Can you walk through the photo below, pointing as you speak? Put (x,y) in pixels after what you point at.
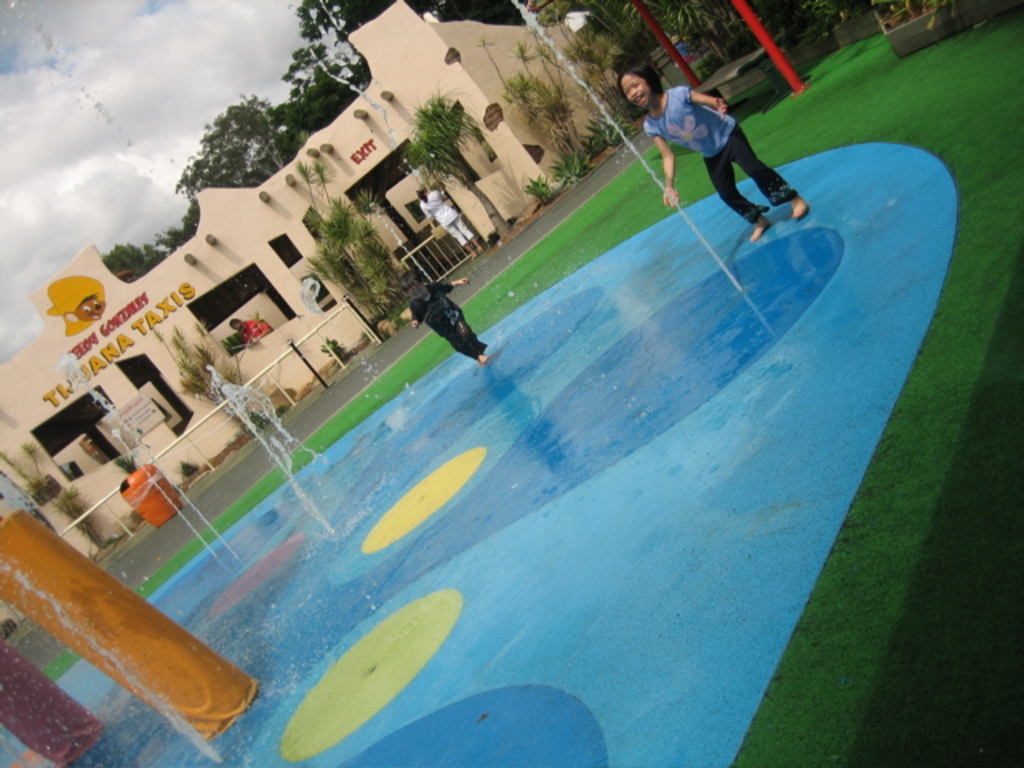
In this image we can see children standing on the floor (569,603), fountains (278,422), bins (170,504), barrier poles (305,361), person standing on the road (238,461), trees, plants (440,134), building (219,272), name board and sky (160,112) with clouds (156,145).
